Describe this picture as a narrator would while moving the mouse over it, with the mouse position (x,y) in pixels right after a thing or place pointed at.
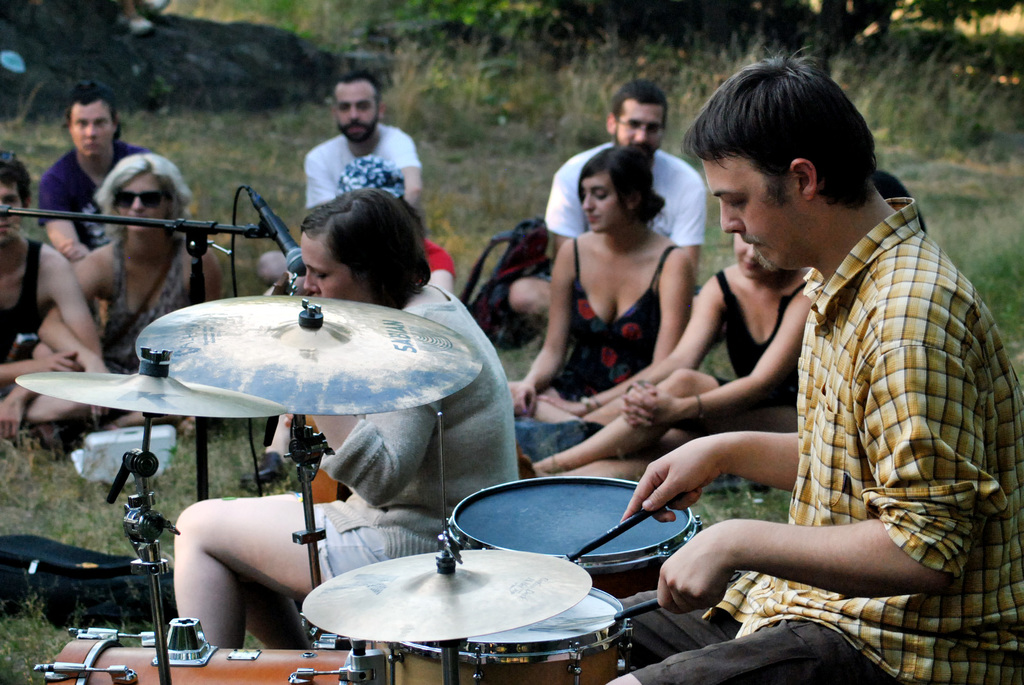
In the image there is a man (891,525) playing drum (608,611) and a woman (390,278) singing on mic (285,236), There are few people (568,236) sat on grass (494,181) looking at them.
